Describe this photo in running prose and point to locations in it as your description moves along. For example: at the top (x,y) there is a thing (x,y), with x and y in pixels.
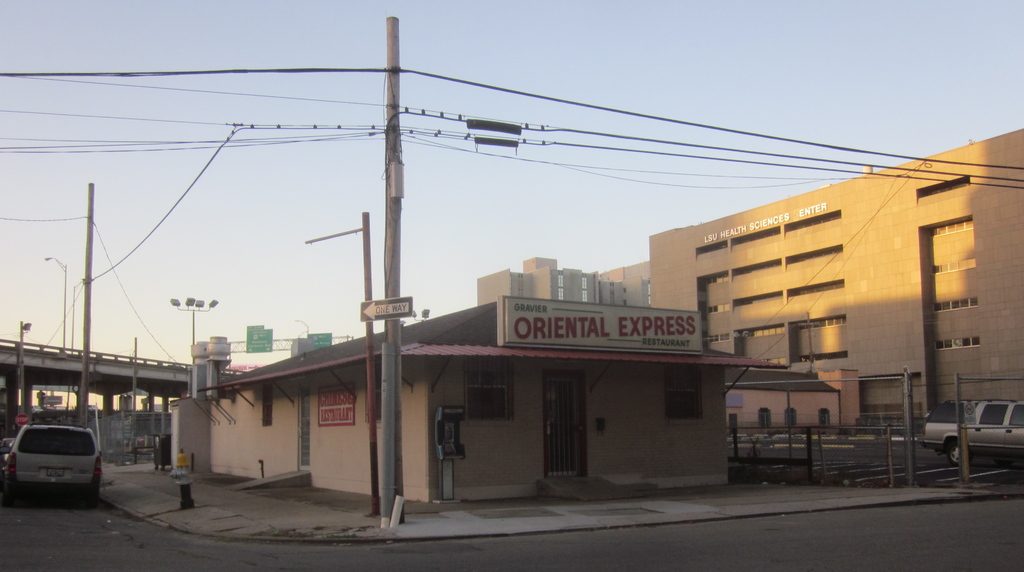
In this image there are buildings (326,442) and poles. We can see cars (58,482). At the top (447,147) there are wires (672,143) and sky (716,79). On the left (115,370) there is a bridge (130,359). There are boards (593,331).
